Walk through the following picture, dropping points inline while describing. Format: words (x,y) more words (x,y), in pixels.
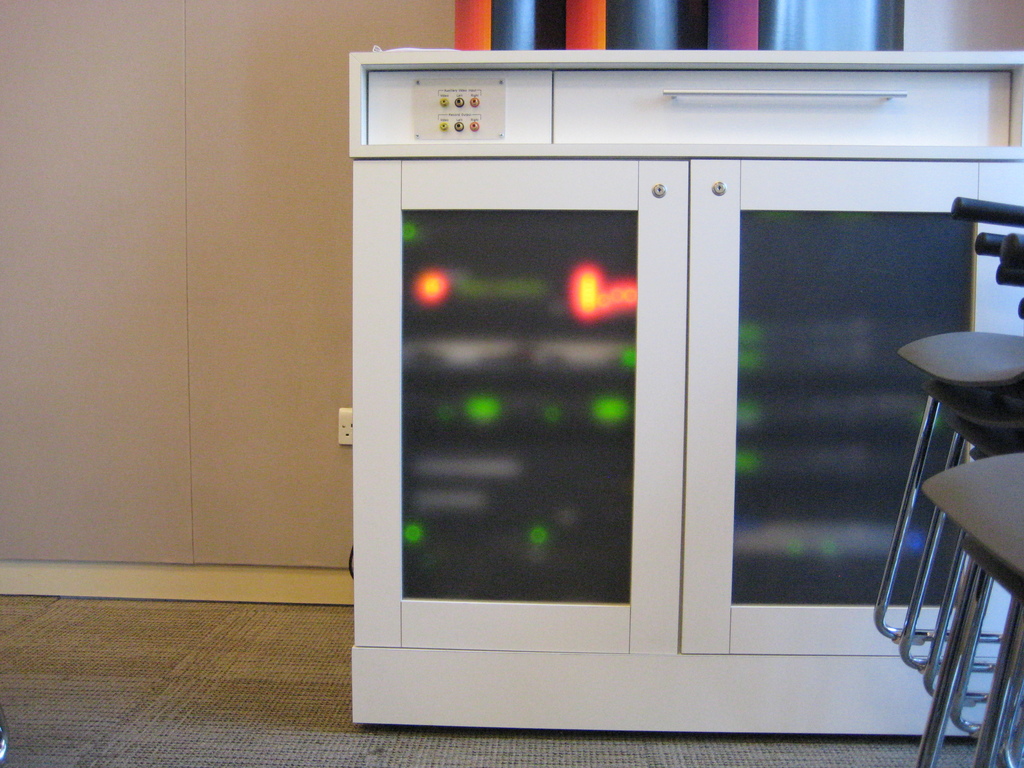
In this picture I can see there is a white color object (560,329) at right (784,189) and it has glass doors (614,298) and there are few lights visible from the glass (564,349). There are few chairs (991,400) at right side (1004,413), there is a carpet (254,648) on the floor (203,652) and there is a wall (204,168) in the backdrop (280,320).
